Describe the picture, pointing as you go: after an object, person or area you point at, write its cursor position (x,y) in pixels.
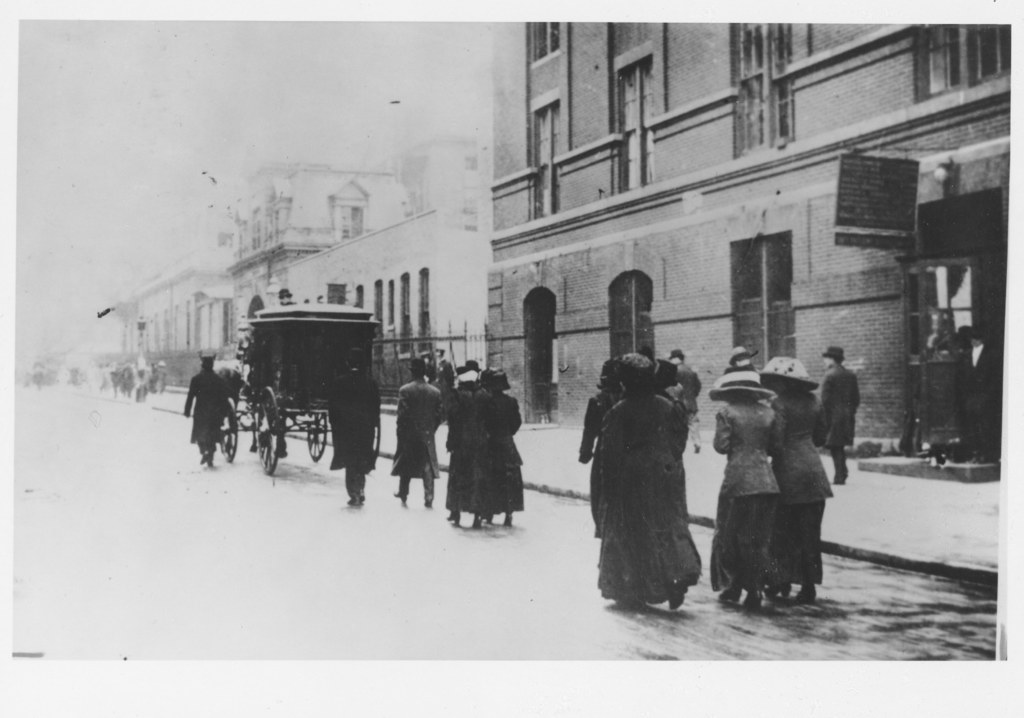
As we can see in the image there is cart (275,381), group of people (360,410), buildings (531,276) and windows (627,161). At the top (256,45) there is sky (232,58).
